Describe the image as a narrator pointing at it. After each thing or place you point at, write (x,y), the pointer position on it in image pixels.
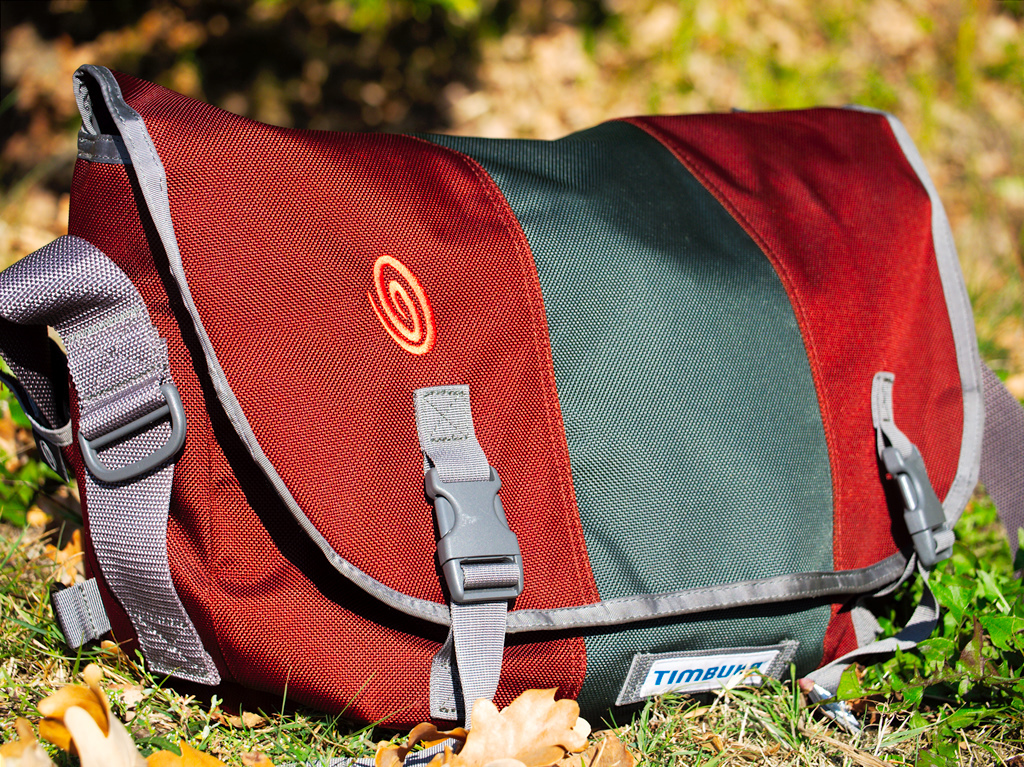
In this image I see a bag (487,158), which is of red, green and grey in color and it is on the grass (70,761).
